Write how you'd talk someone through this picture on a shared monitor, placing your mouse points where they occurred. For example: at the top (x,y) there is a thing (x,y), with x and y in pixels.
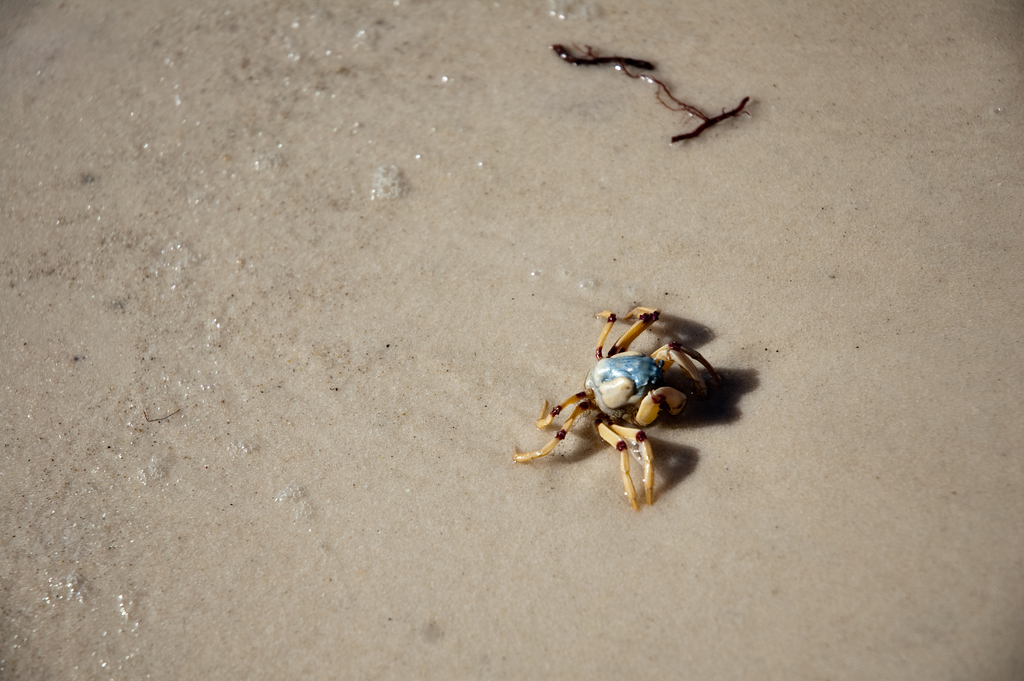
In the picture we can see a wet sand surface (498,636) on it we can see a crab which is blue in color with its legs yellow in color and some part dark red in color and beside it we can see some twig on the surface (554,653).
